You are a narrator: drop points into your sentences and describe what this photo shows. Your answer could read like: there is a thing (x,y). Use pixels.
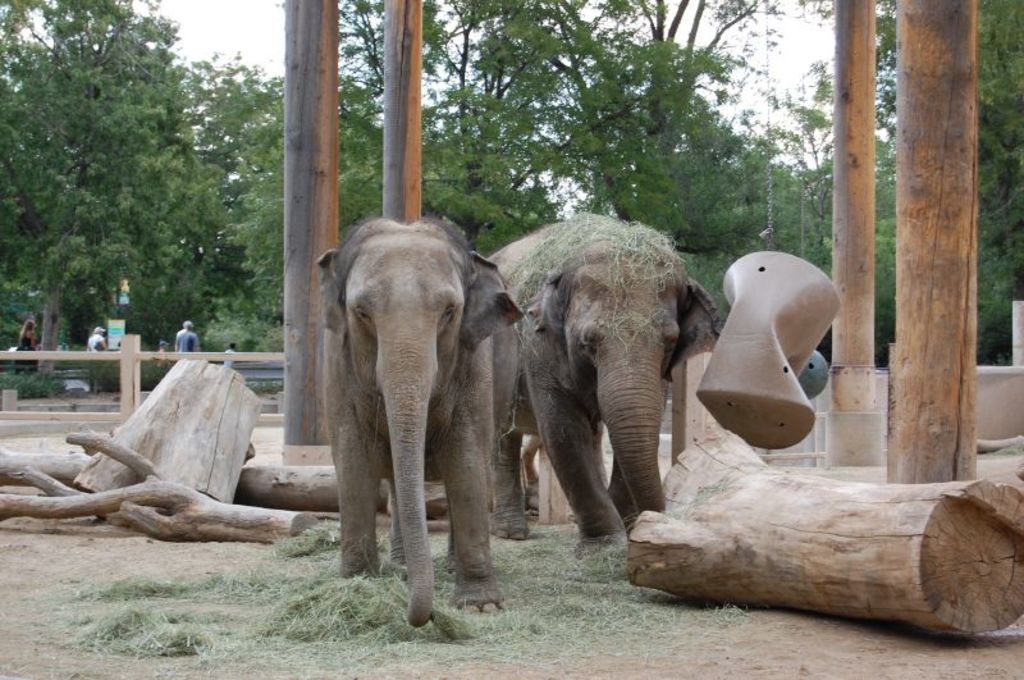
This image is taken outdoors. At the bottom of the image (299,621) there is a ground (82,543) and there's grass (321,625) on the ground (523,592). In the background (80,284) there are many trees (243,284) and plants (228,333) with leaves (785,184), stems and branches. At the top of the image (207,21) there is the sky (245,13). On the left side of the image (193,340) there are a few people (96,333) and there is a board (113,326) with a text (120,324) on it. There is a wooden fence (133,376) and there are a few barks (186,479) on the ground (251,574). In the middle of the image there are four wooden pillars (862,103). There are two elephants (427,395) on the ground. On the right side of the image (821,500) there is a bark (889,575) on the ground (749,661) and there are a few objects (758,351).
